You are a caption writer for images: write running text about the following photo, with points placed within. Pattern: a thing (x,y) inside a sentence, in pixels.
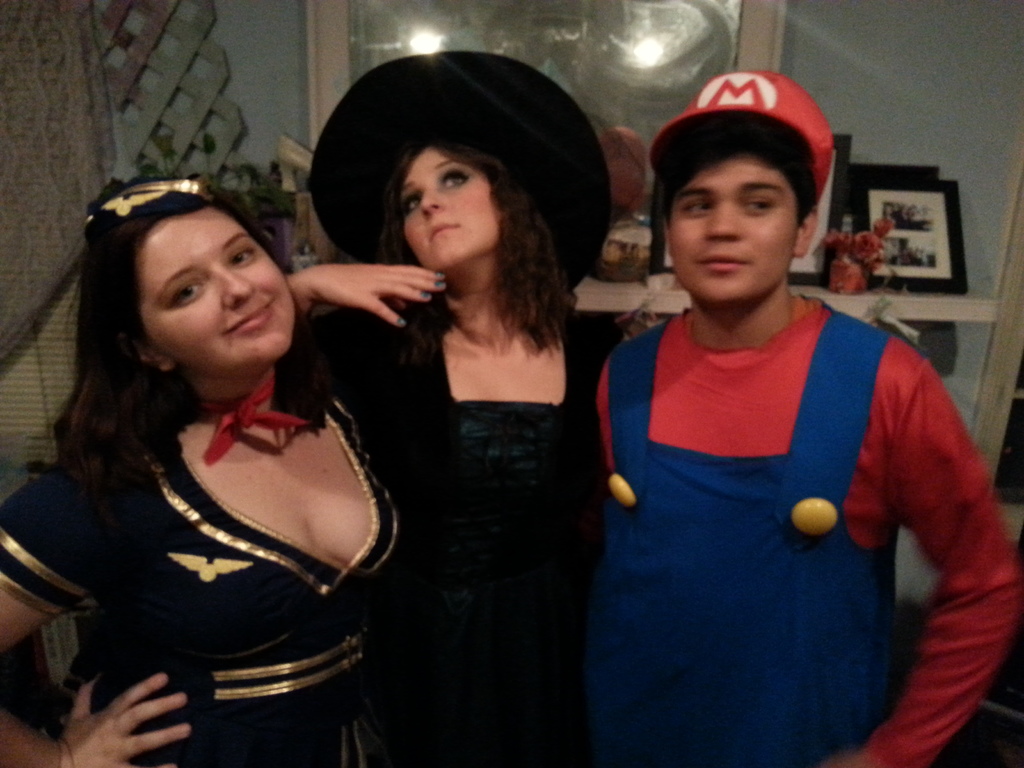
This picture is clicked inside the room (954,100). On the right (746,385) we can see a person (726,220) standing wearing hat (741,97) and seems to be wearing a jumpsuit (791,500). On the left (277,426) we can see women (132,244) wearing black color dress (159,593) smiling and standing. In the center (586,317) we can see another woman (396,417) wearing black color dress (513,482) black color hat (439,91) and standing in the background (993,72) we can see the wall (968,94) and we can see the reflections (424,32) of lights (435,38) in the mirror (475,24) and we can see the picture frames (839,225) and some objects (630,214) are placed on the rack (912,296). In the background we can see some other objects (79,179).
